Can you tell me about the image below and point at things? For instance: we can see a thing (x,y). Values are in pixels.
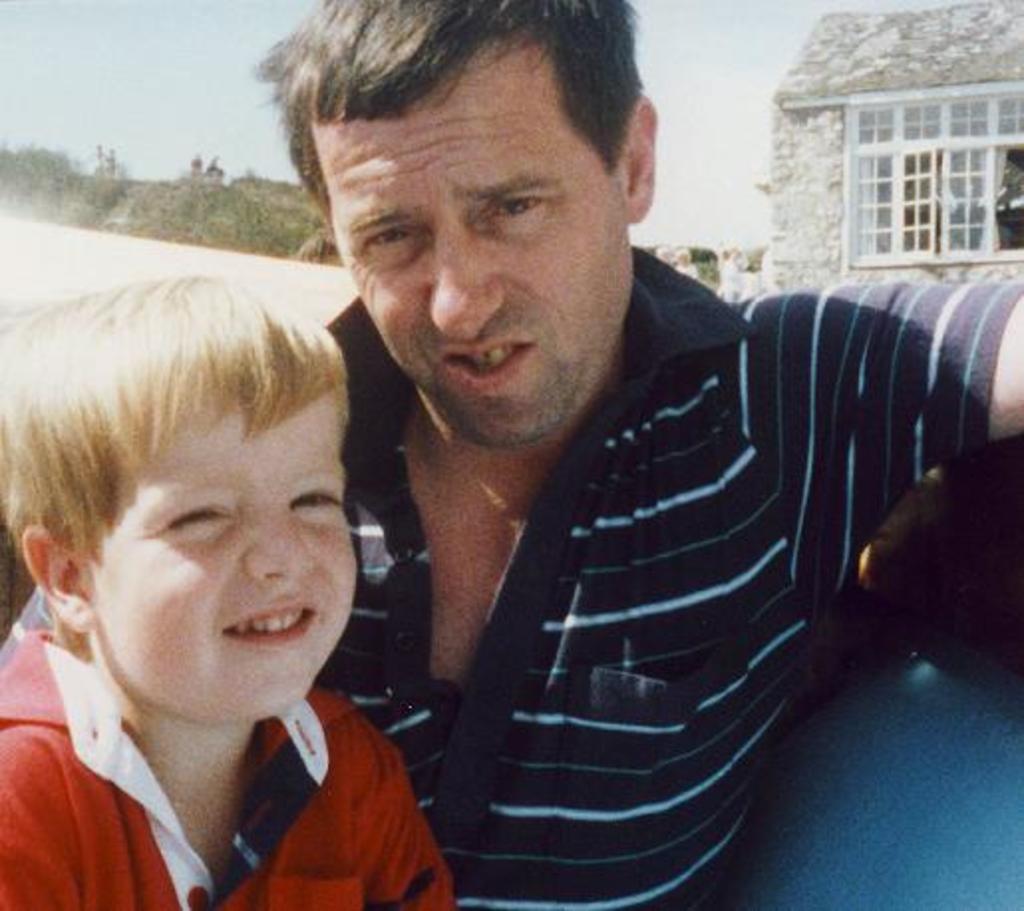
In this image we can see a man (577,537) sitting with a child (248,738). On the backside (193,108) we can see some trees (242,240), a house (801,233) with windows (856,222) and the sky (243,81) which looks cloudy.
